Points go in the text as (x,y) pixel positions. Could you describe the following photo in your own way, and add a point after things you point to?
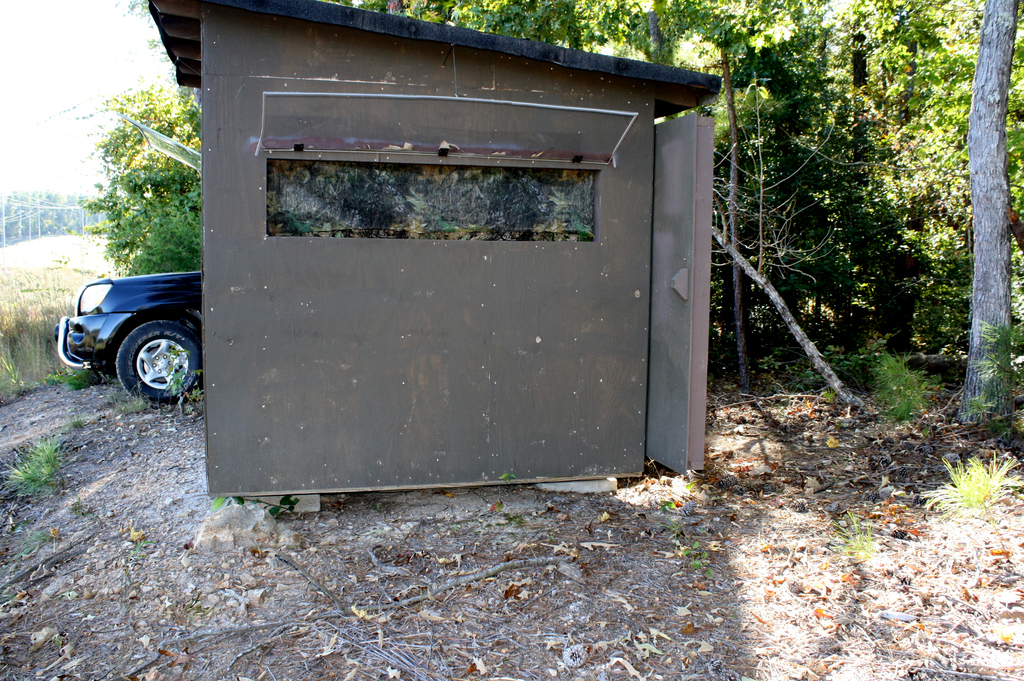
In the picture we can see a wooden house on the surface (281,589) and besides to it we can see a car (126,308) which is blue in color and to the path (29,425) we can see some grass plants (60,270), trees (809,342).
